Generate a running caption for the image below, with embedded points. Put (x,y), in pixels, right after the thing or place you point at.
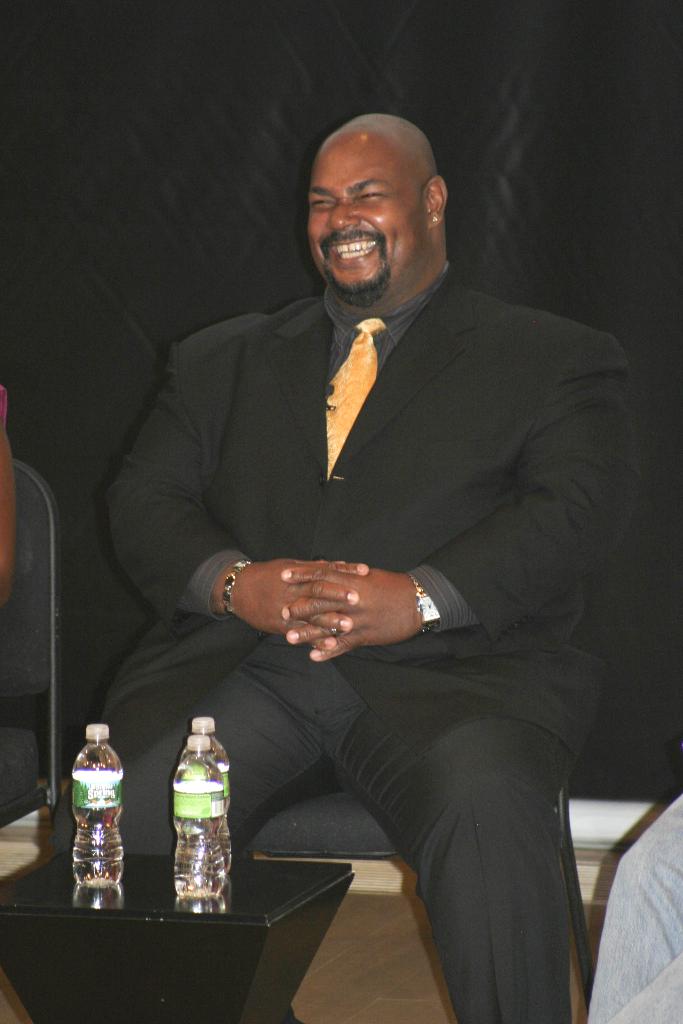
this picture shows a man (359,281) seated on the chair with a smile (375,251) on face (359,220) and we see three water bottles (86,864) on the table (65,1000).
